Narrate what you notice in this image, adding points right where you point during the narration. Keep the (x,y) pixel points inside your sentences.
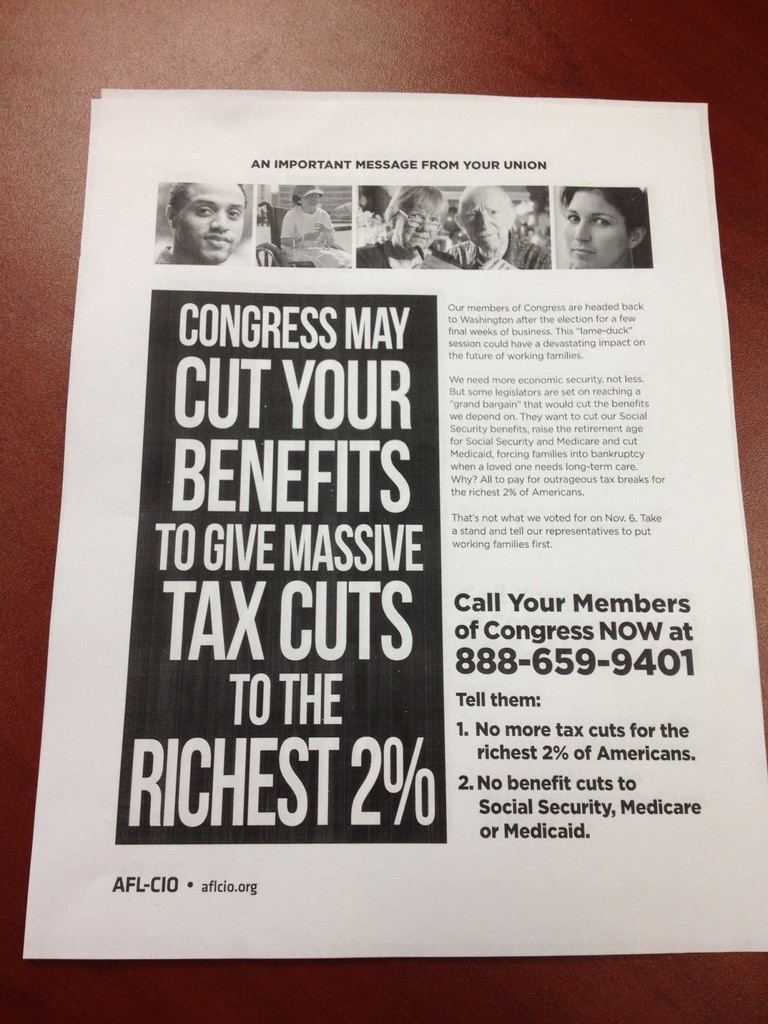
In this image I can see two white colour papers (621,325) and on the one paper (80,537) I can see something is written. I can also see few pictures (632,219) of people (593,202) on the paper (532,279).
